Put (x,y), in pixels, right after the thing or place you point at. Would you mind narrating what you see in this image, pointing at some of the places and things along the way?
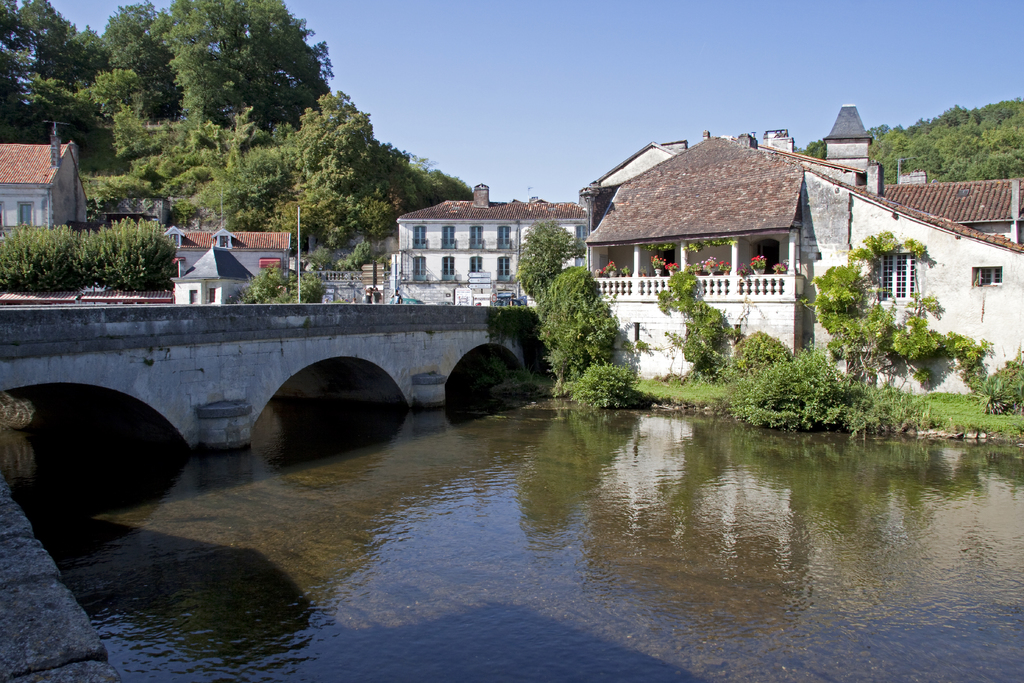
This is an outside view. At the bottom (427,522) there is a river (115,522). On the left side (164,357) there is a bridge (316,326). In the background (861,211) there are many buildings (514,224) and trees (313,126). At the top of the image (602,79) I can see the sky (439,145).
